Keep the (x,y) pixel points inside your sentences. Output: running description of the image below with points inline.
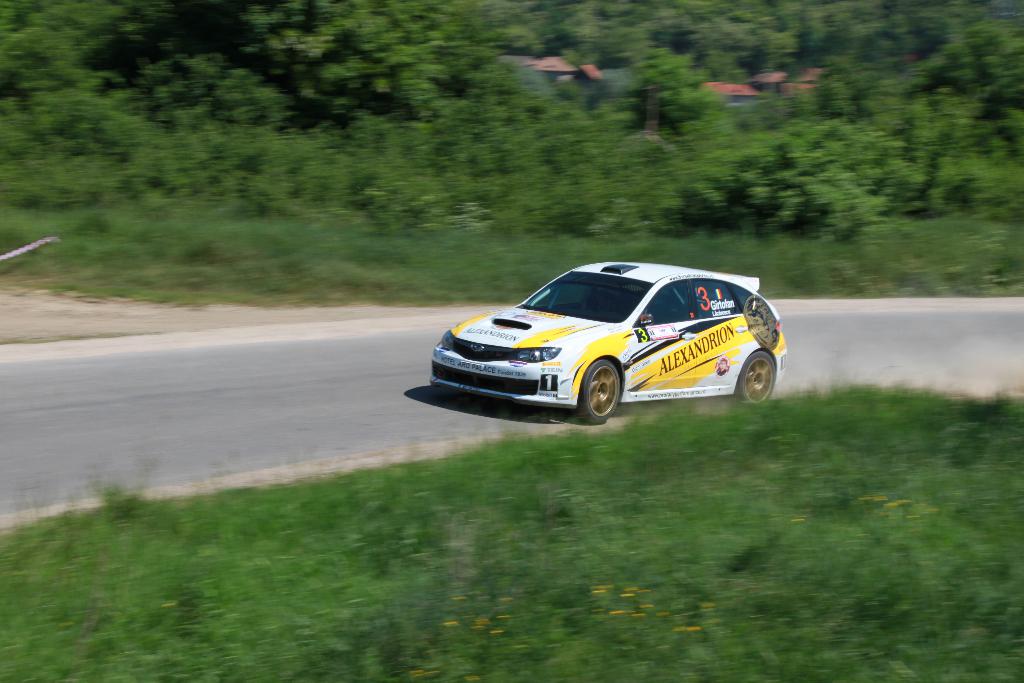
At the center of the image (537,333) there is a car (563,317) moving on the road (841,352). On the either sides of the road (145,449) there are trees (206,117), plants (489,591) and grass (595,510).
